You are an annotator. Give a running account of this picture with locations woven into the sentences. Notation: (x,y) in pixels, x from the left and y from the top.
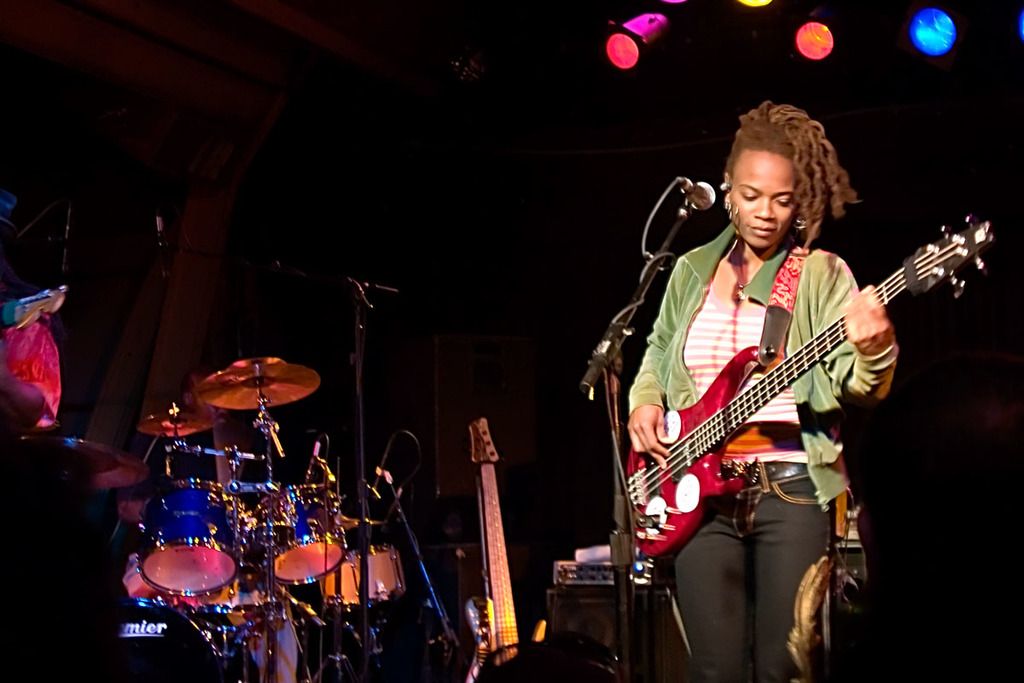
This image is clicked in a concert. To the right (789,310), the woman (740,269) is playing guitar (724,430) and wearing green jacket (800,308). To the left (215,507), there is a band setup (211,539). The background (297,192) is dark. At the top (916,36), there are lights (801,32).
